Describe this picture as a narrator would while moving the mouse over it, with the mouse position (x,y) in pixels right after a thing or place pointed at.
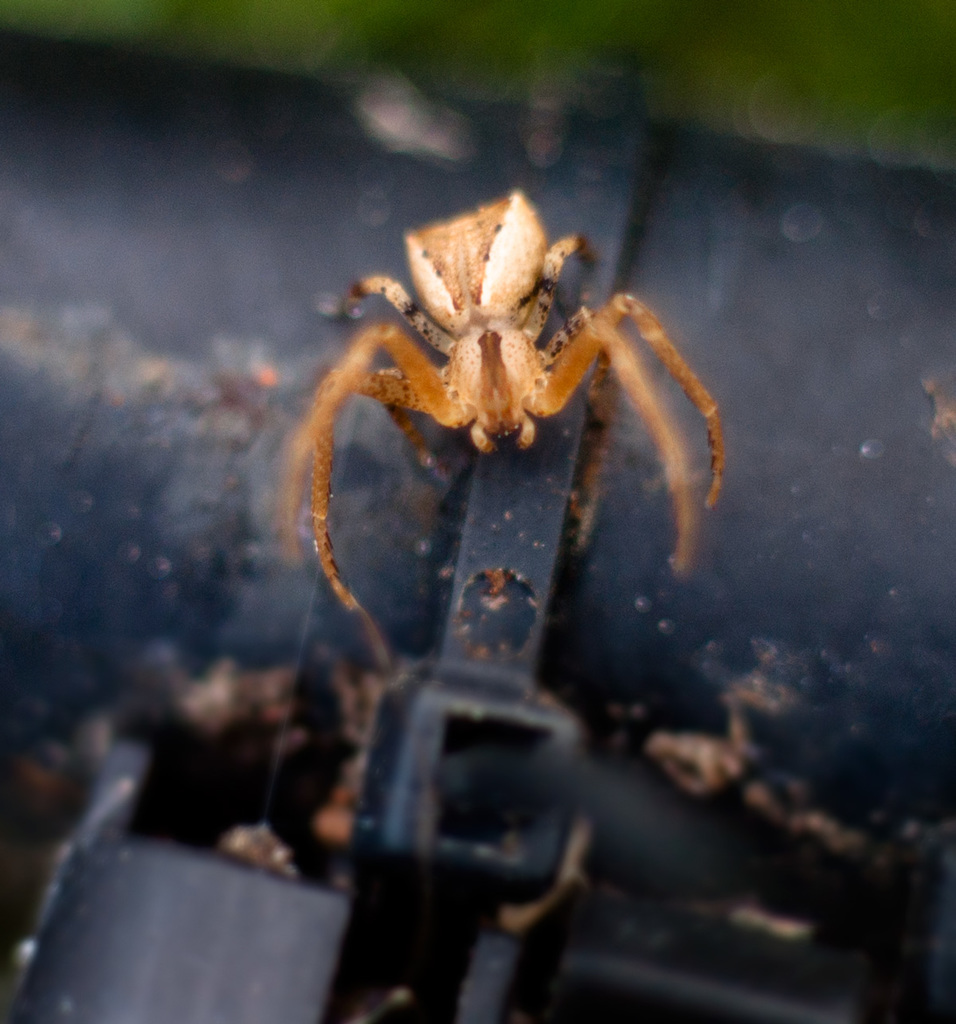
This is a macro photography of a spider (686,514) with a blurred background (766,426).
